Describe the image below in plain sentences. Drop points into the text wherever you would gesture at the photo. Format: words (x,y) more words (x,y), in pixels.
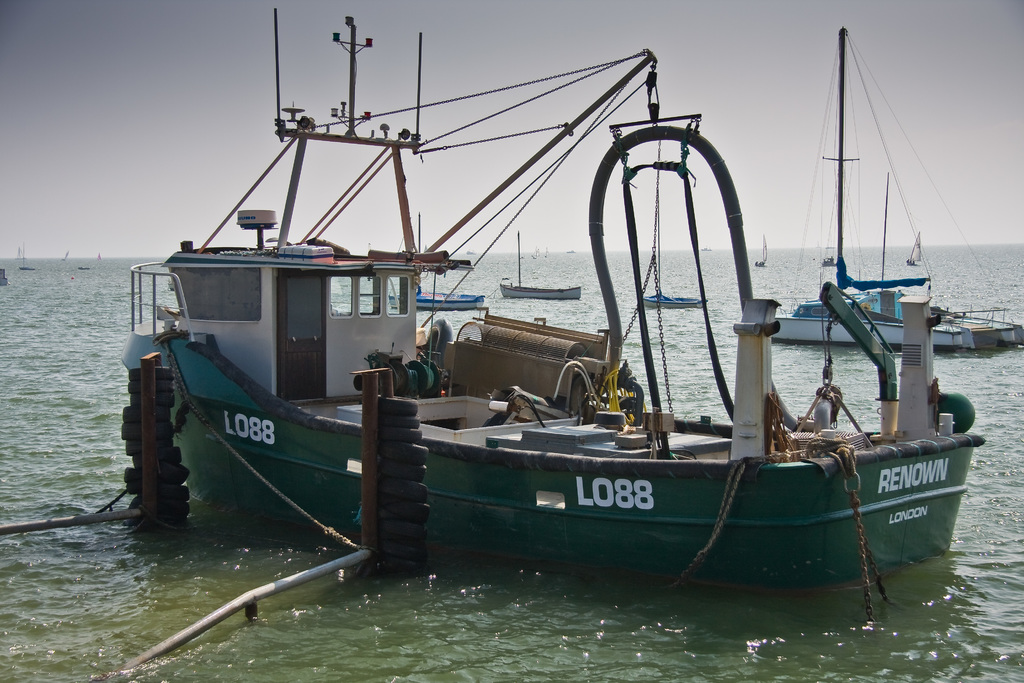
In this image, I can see boats (743,557) on the water (729,295). This looks like an iron chain (856,521), which is hanging to the boat (776,460). These are the tires (180,495), which are on the iron rods (151,372). I think this is the sea (684,332). This looks like a door (306,347). I think this is a small cabin (339,318) with glass windows (344,306).
